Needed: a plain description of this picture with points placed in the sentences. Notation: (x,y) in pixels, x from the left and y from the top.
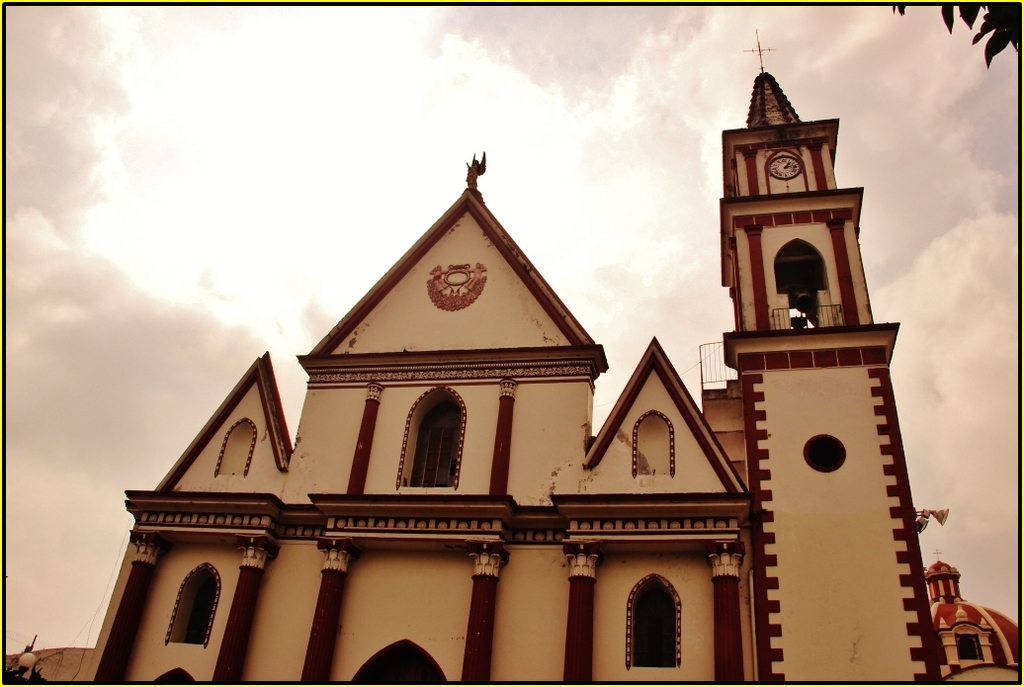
In the image there is a building (344,546) with walls (429,645), windows (642,623), pillars (487,628), arches (630,639) and a clock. On the top of the building (437,254) there is a statue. At the top of the image (486,159) there is sky (930,137) with clouds (605,220). In the top right corner of the image (965,21) there are leaves (965,21).
